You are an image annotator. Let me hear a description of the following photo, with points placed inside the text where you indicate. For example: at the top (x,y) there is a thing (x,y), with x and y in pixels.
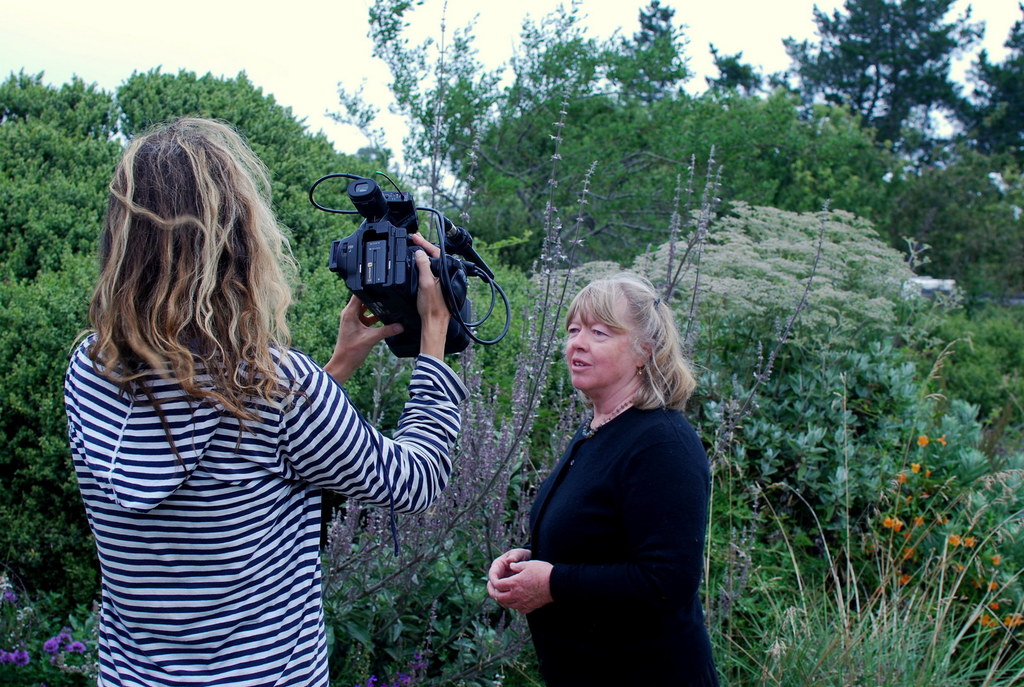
This woman (163,489) is holding a camera (392,241). This woman (578,363) is standing and wore jacket (617,505). These are trees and plants (847,564).
